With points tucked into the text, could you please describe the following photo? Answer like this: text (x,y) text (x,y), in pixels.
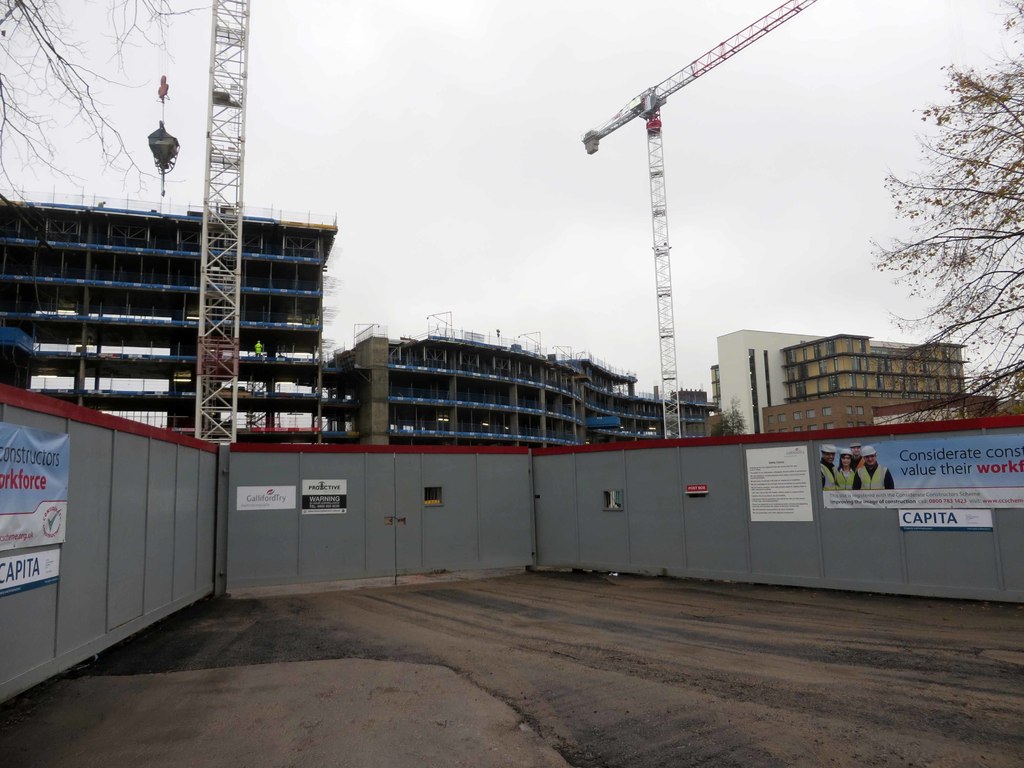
In the background (323,351), I can see the buildings (268,318) and cranes (235,392). On the left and right side of the image (908,210) I can see trees (962,257). In the middle of the image (585,506) I can see the wall (740,549).
